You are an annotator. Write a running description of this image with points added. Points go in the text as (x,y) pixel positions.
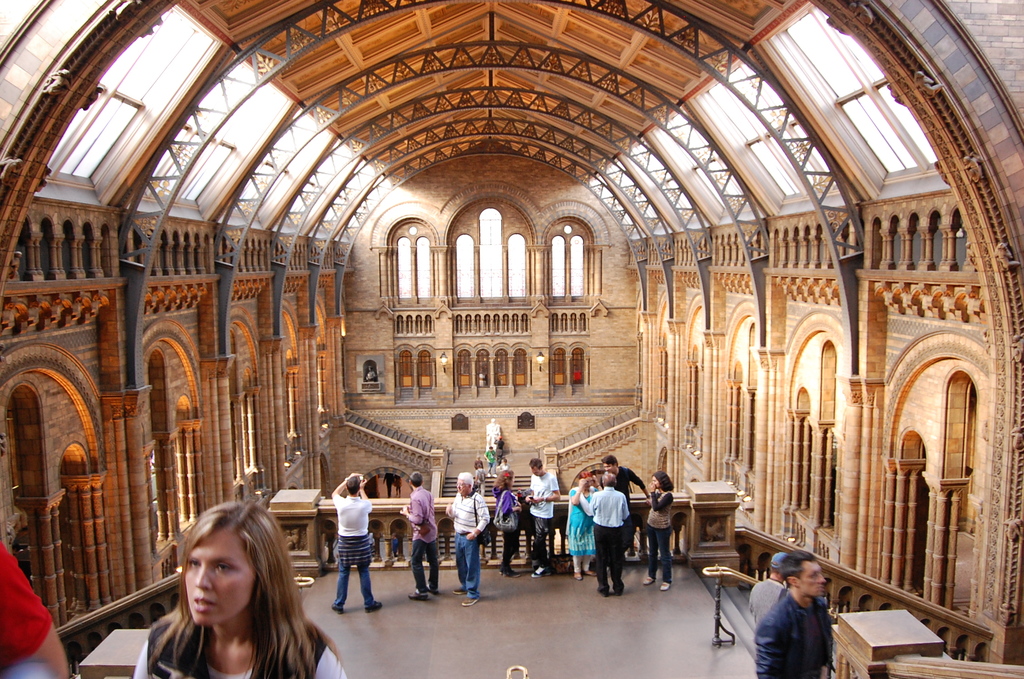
In the picture I can see these people (471,552) are standing on the floor (360,642), here we can see ceiling (745,1), pillars (195,484), steps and stained glass (406,287) in the background (415,274). Also, we can see a statue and lamps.
